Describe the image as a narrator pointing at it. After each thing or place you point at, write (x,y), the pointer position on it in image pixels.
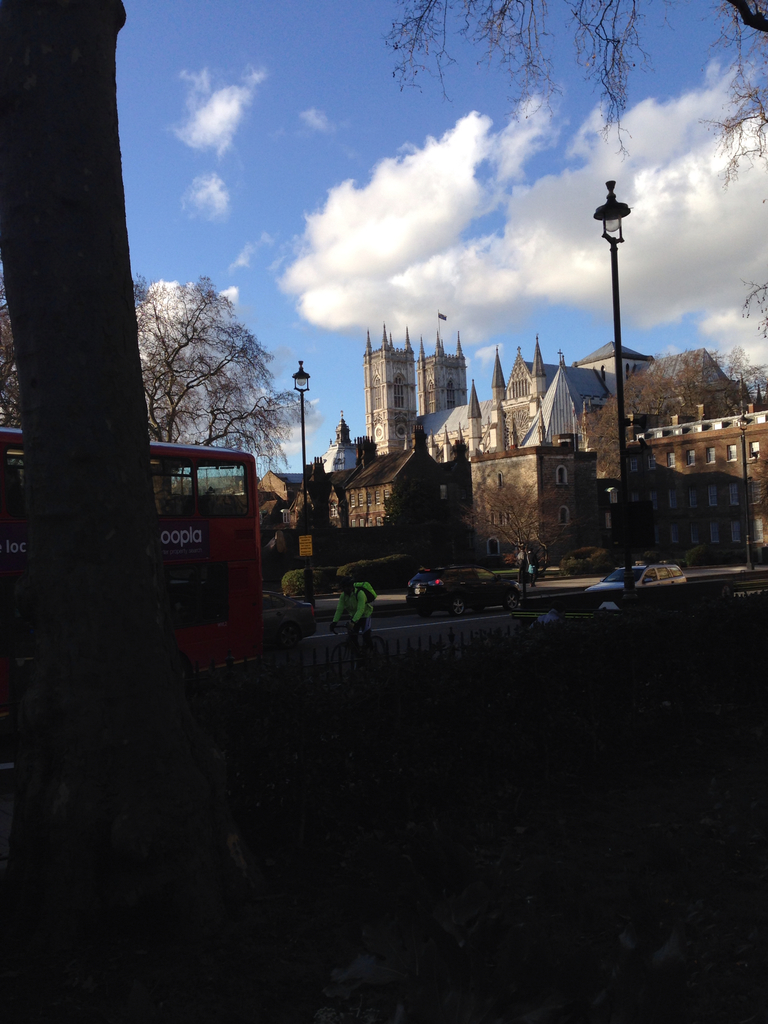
In this picture I can see there are few vehicles (251,645) moving on the road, there are few buildings (550,476), it has few windows (431,408) and trees (258,402). The sky (252,179) is cloudy.
